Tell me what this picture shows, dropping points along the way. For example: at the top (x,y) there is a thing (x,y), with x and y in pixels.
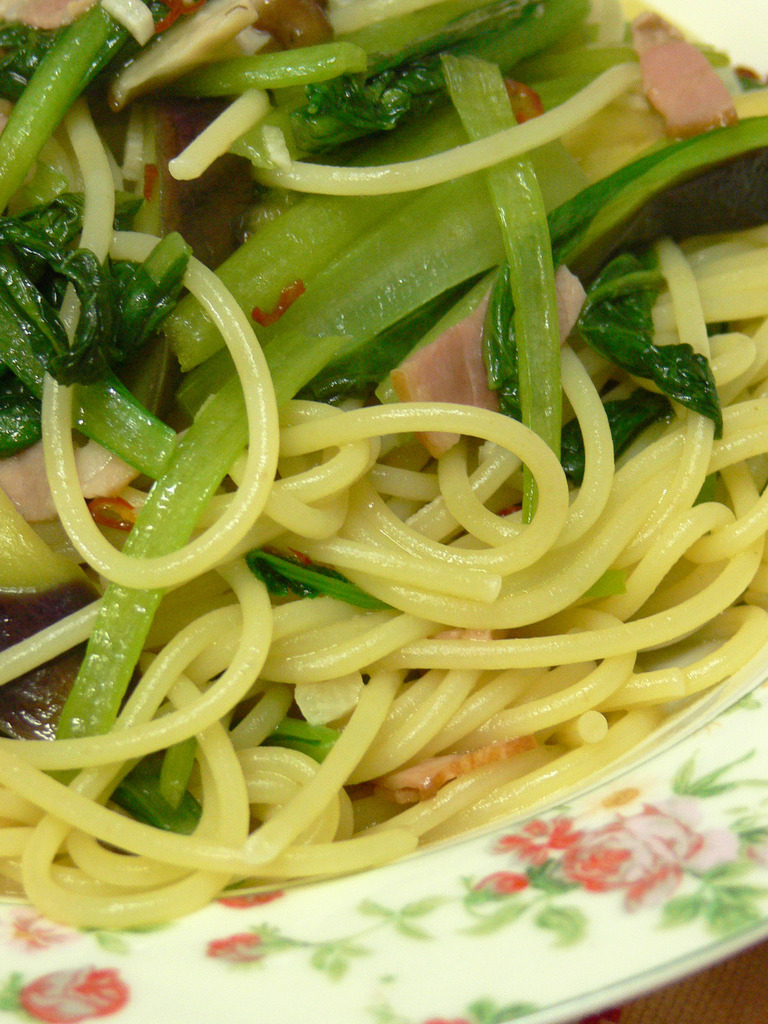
In this image there is a food item (383,698) on the plate (366,1018).
